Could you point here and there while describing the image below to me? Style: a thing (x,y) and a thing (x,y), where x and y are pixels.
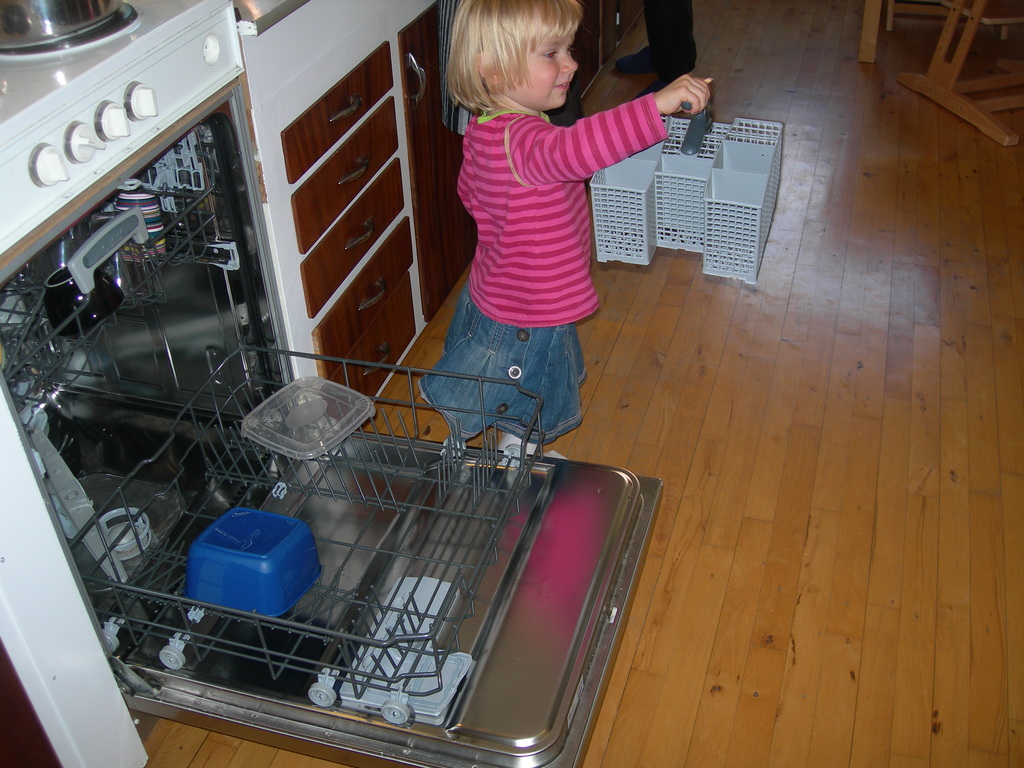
In this picture we can see a child (536,308) and a person's legs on the floor (732,357), here we can see cupboards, drawers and some objects (639,518).
